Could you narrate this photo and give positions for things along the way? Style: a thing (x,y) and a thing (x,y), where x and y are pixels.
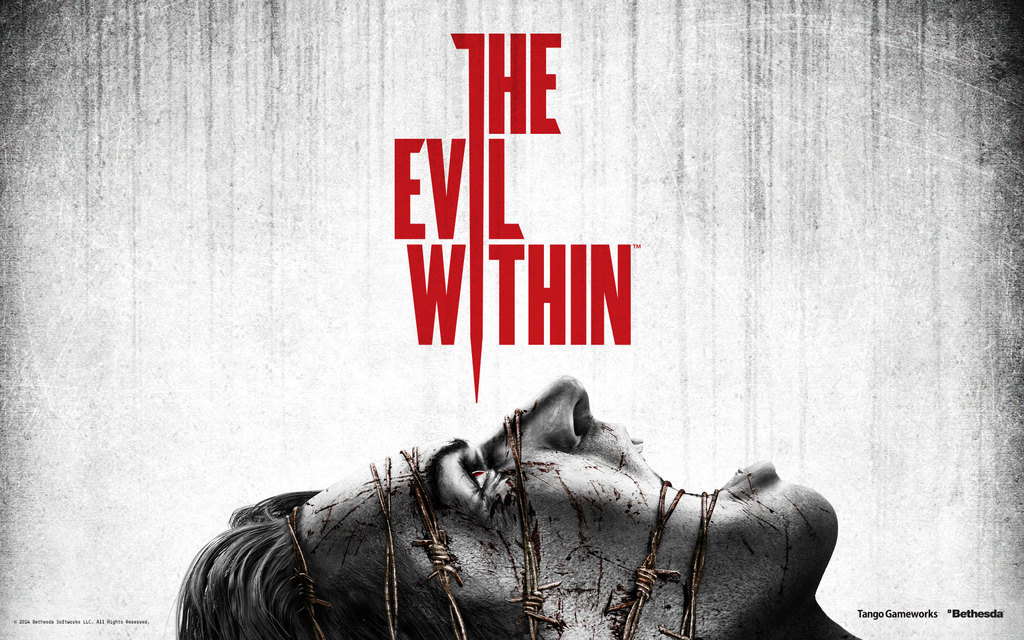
In this image I can see a person's face (558,475) is tied with metal wire (314,604). Something is written on the image. At the bottom right side of the image (983,617) there is a watermark (987,613).
